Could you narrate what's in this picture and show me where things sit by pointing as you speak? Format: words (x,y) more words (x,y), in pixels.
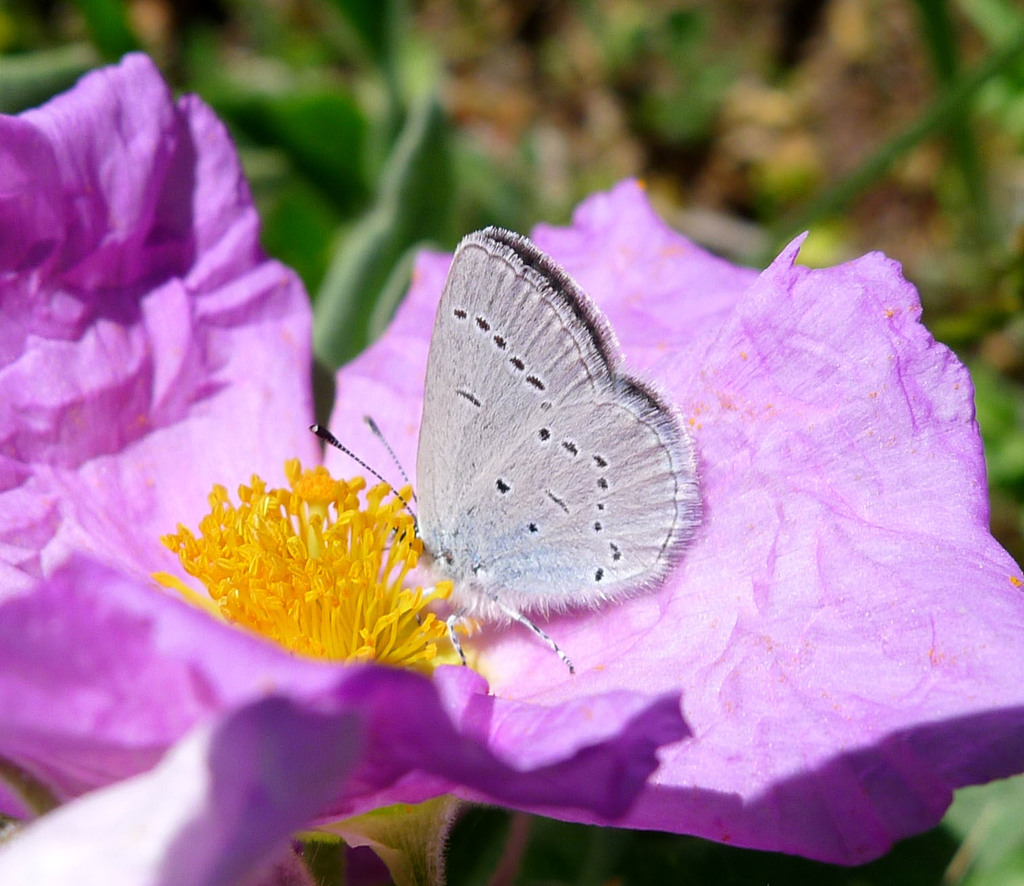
In this image we can see a violet color flower (401,641). On the flower (233,593) there is a butterfly (468,433). In the background (400,208) it is green and blur.
